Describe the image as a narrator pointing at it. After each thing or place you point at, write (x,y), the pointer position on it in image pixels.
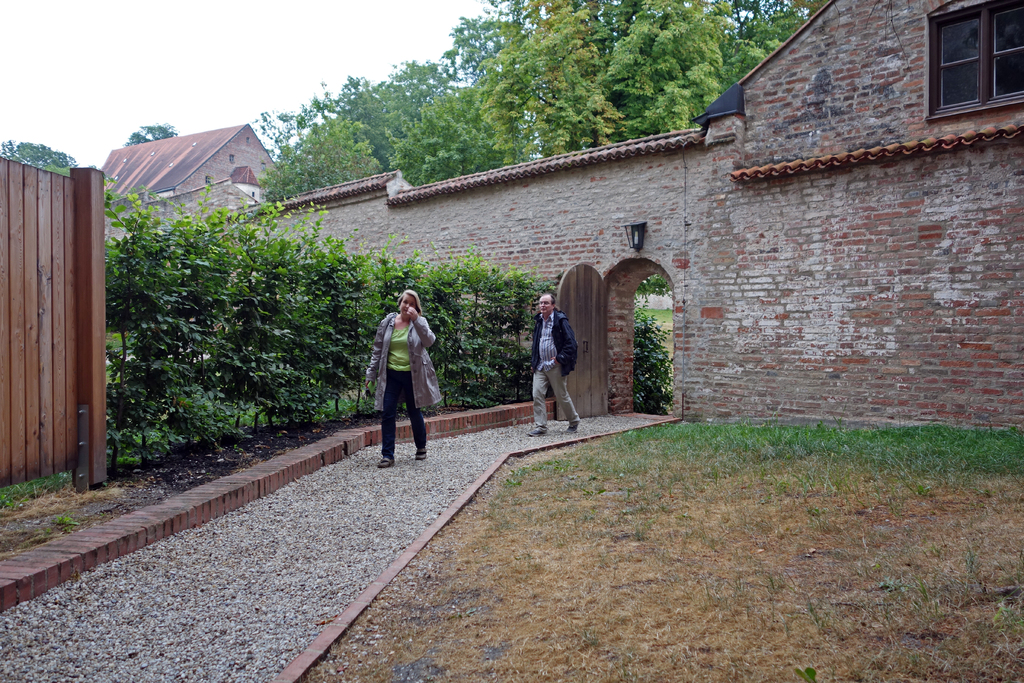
In this picture we can see a man (536,399) and woman (396,372), behind them we can see few buildings (782,232), trees (608,124) and grass (830,432), they are walking on the stones (437,443).
